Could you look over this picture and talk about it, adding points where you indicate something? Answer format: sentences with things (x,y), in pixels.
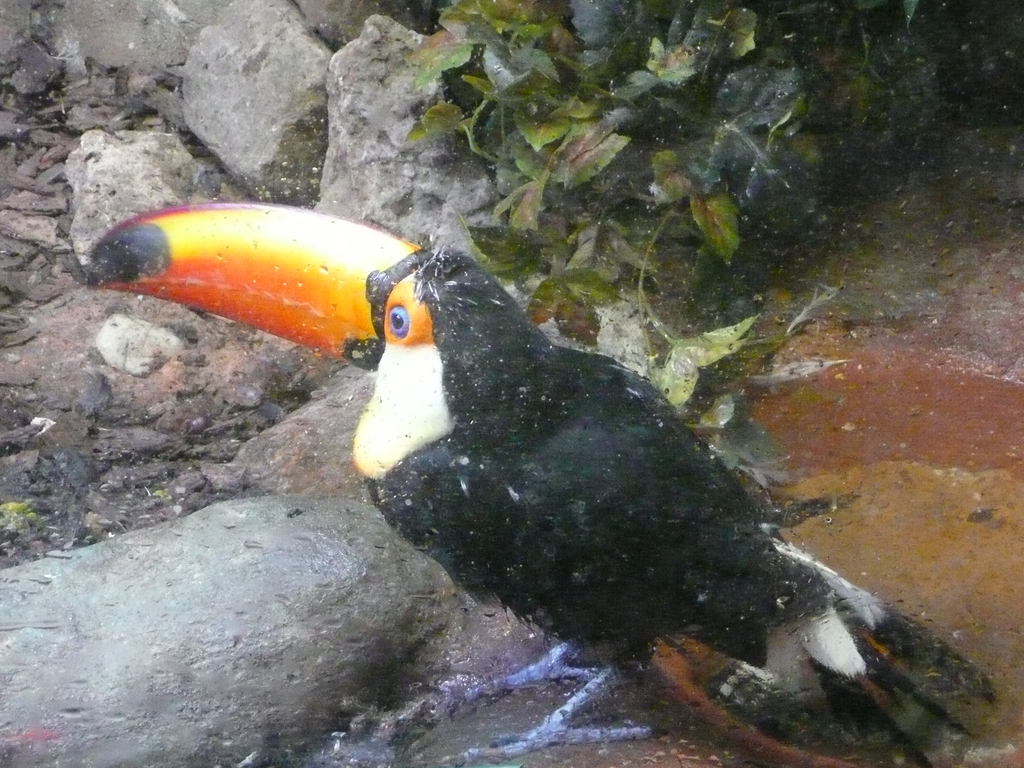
In this picture, we can see a bird (516,438) on the ground (206,359), we can see stones (154,329), plants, and some objects (32,181) on the ground (1016,260).
